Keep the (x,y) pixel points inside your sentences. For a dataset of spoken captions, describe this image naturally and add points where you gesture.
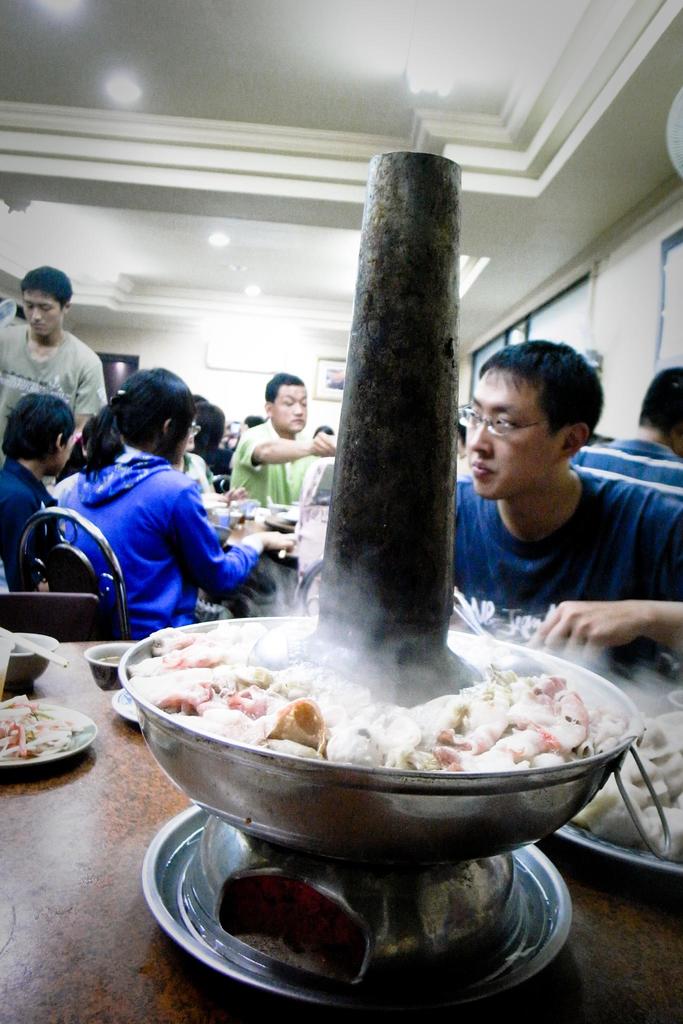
In this image I can see there is a hot bowl (458,776) with food items (353,721). In the middle (232,578) few people (5,578) are sitting and having the food (546,707) on a dining table (231,529), at the top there are ceiling lights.
